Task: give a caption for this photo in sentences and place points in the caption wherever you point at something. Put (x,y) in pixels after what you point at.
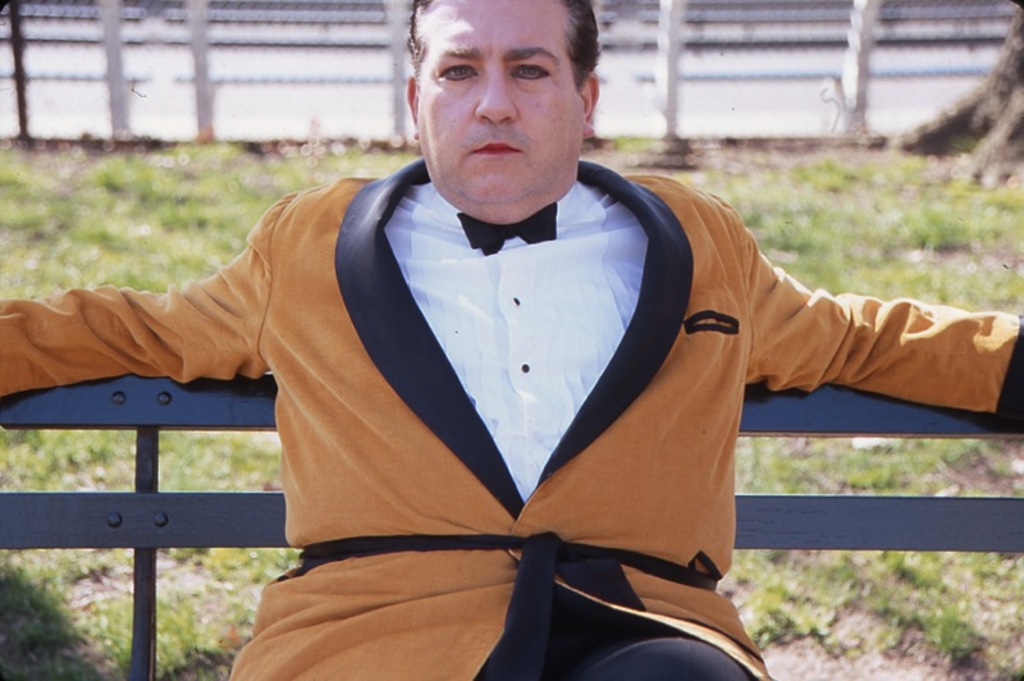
In this image we can see a man (530,422) sitting on a bench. On the backside (920,212) we can see some grass (858,191), the bark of a tree (999,87) and a fence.
